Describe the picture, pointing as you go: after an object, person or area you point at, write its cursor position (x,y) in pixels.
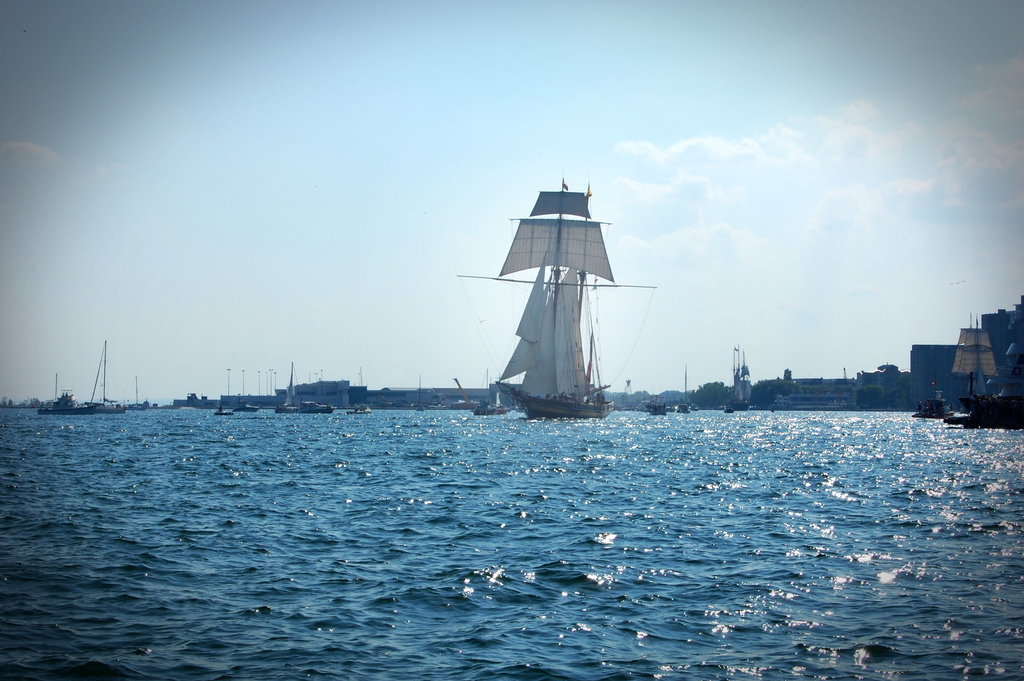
In the center of the image (537,407) we can see ships (593,405) on the river (342,502). In the background (378,399) there are buildings (863,384) and sky (467,230).
